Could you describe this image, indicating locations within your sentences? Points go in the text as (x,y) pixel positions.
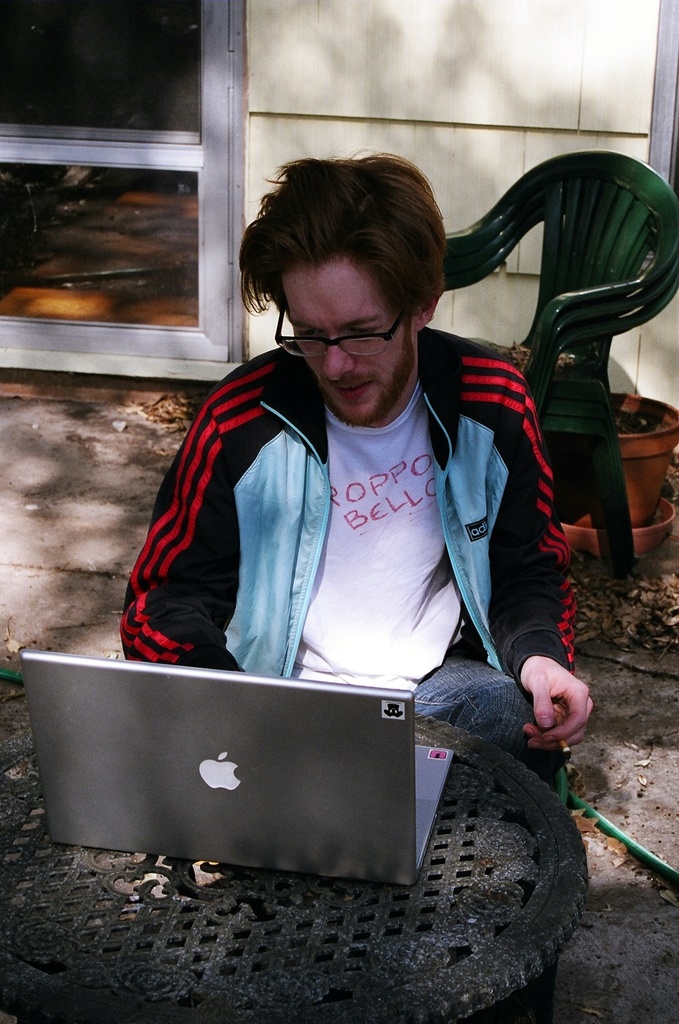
In this image, there is a person (482,395) wearing clothes (337,513) and sitting in front of the table (492,927) contains a laptop (194,746). There is a chair (561,336) on the right side of the image (561,336). There is a door (99,160) in the top left of the image (85,169).
